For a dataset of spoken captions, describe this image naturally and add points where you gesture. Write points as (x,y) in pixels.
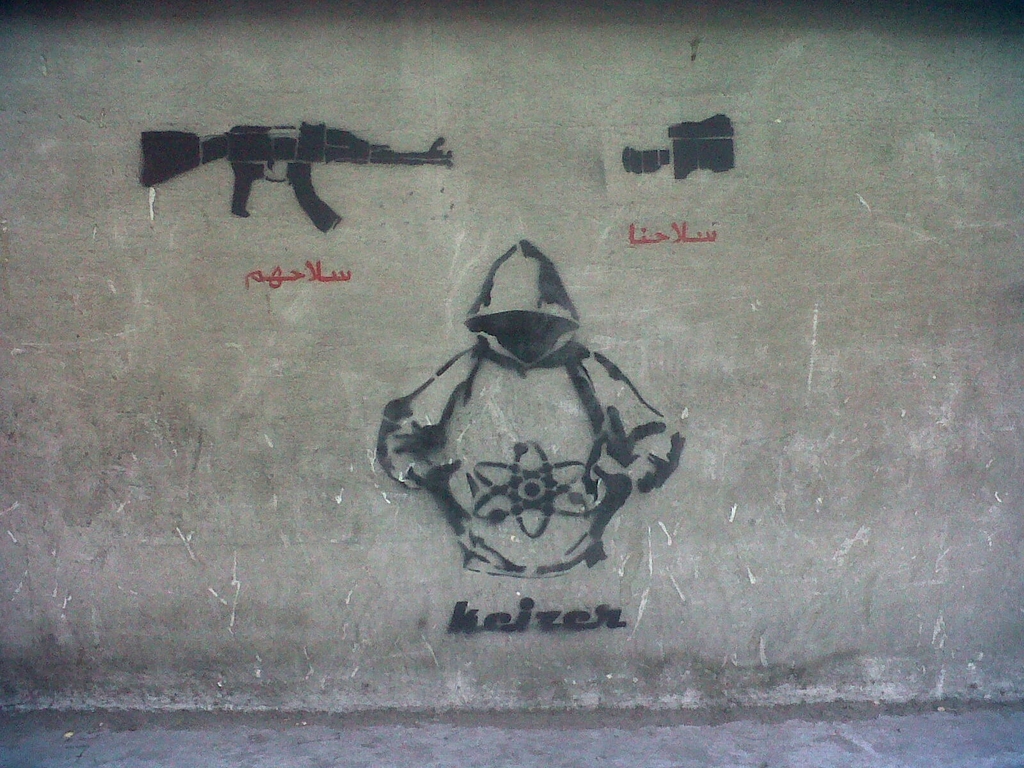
In this image we can see some images (549,299) and text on the wall (476,523).
